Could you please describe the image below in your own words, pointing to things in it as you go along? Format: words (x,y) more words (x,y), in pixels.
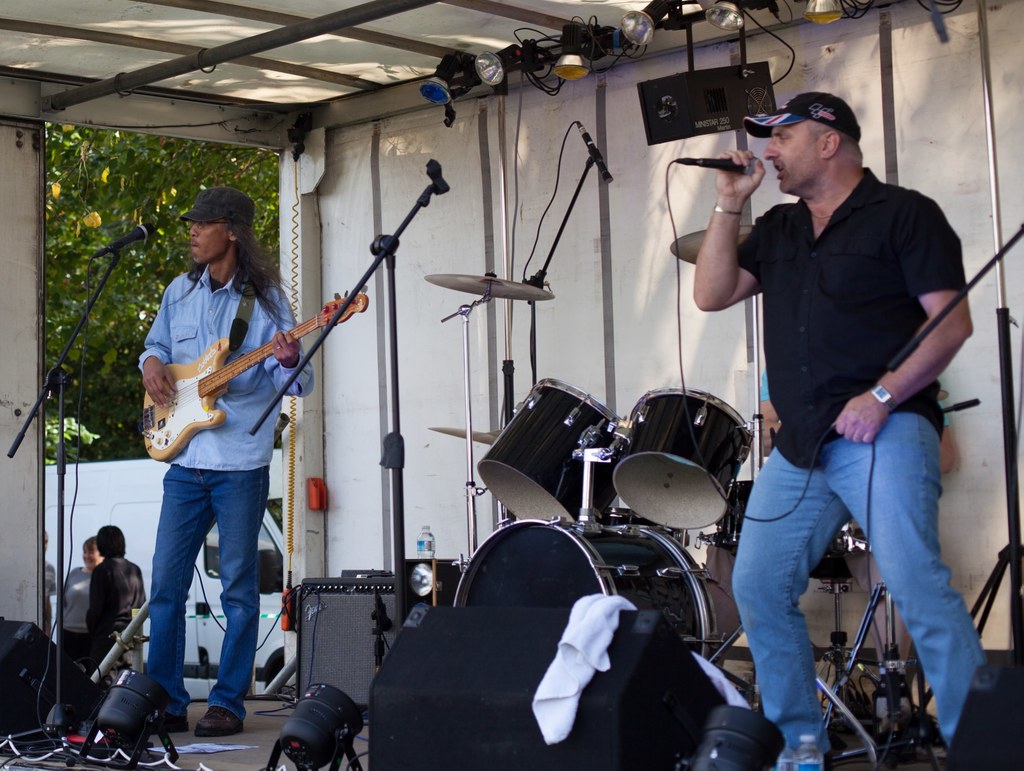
In this picture we can see two men (766,212) where one is playing guitar (271,347) and other is singing on mic (750,166) and in between them we can see drums (656,436), speakers (321,607), lights (319,692), cloth (567,728), bottle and in background (250,191) we can see trees (169,181), wall (484,177), some persons (66,646).
